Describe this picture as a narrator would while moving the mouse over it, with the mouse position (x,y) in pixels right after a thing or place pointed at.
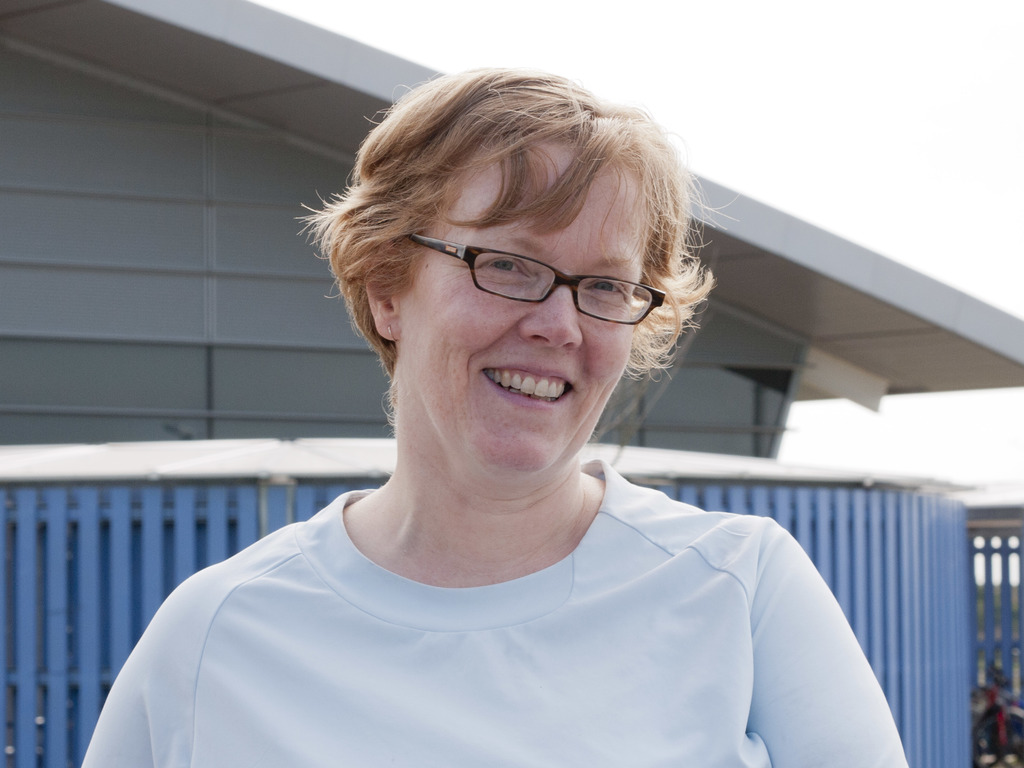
In the image there is a blond haired old woman (554,328) in light blue t-shirt (498,677) standing in the front (636,516) and behind there is a building (262,345) with fence (827,536) around it and above it is sky (816,87).
